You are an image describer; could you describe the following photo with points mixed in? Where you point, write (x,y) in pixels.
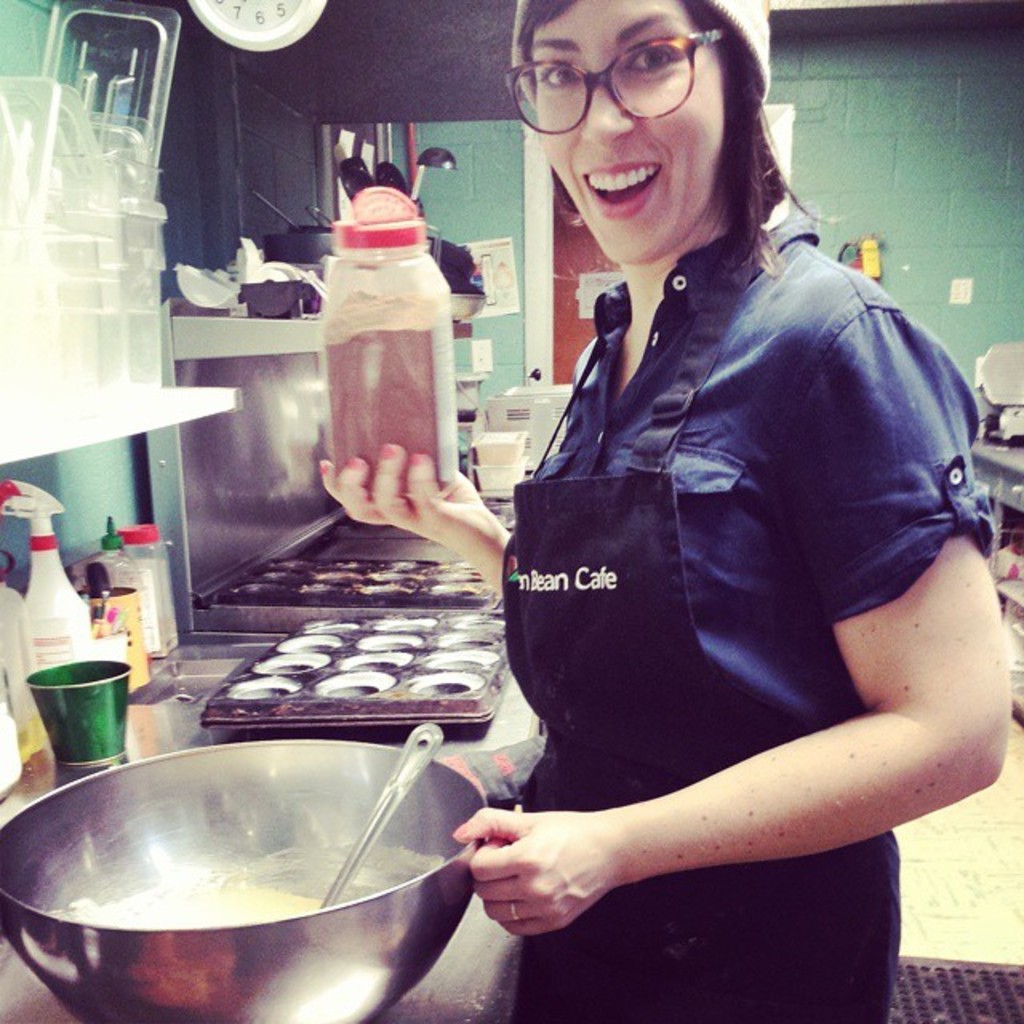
A beautiful woman (724,765) is smiling by holding the box (447,477) in her right hand (423,505), she wore dress (781,444), spectacles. On the left side (322,822) there is a big bowl (300,826).
